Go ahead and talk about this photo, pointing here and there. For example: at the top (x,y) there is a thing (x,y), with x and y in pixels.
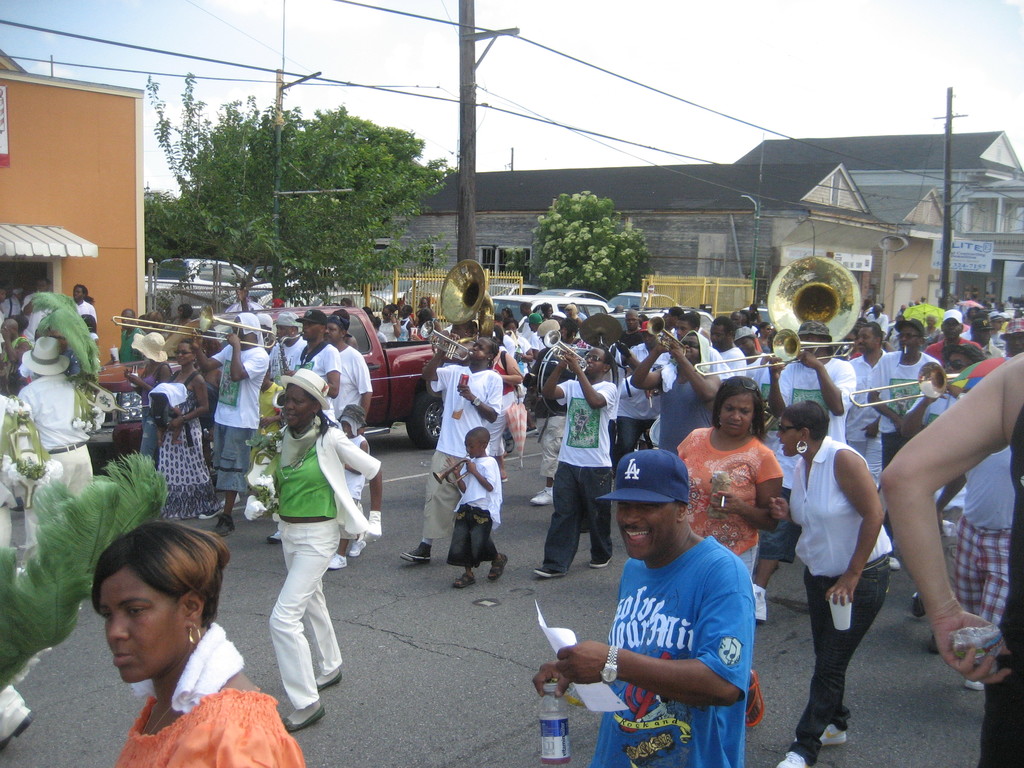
In the center of the image (633,439) we can see a few people (691,551) are walking on the road (551,585) and they are in different costumes (593,544). Among them, we can see a few people (475,426) are holding some musical instruments (557,412) and a few people (350,469) are holding some objects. In the background (695,176), we can see the sky (732,49), clouds (938,72), buildings (957,211), trees (350,205), poles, wires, fences (496,290), vehicles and a few people (713,331).
